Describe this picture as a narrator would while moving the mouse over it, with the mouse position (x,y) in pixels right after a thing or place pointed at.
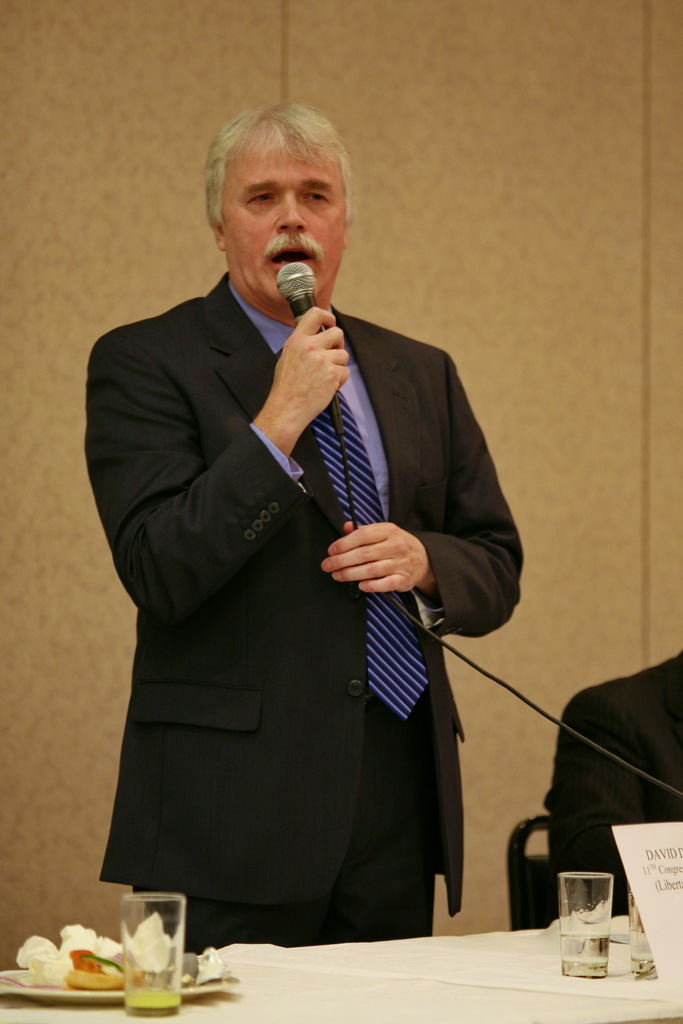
a person (230,573) is standing wearing suit (266,618). he is holding a microphone (299,272) in his hand (311,320) and speaking. in front of him there is a table (398,966) on which there are glasses (134,973) and a plate (30,985). right to him there is another person (616,768) sitting. behind him there is a wall (540,222).
